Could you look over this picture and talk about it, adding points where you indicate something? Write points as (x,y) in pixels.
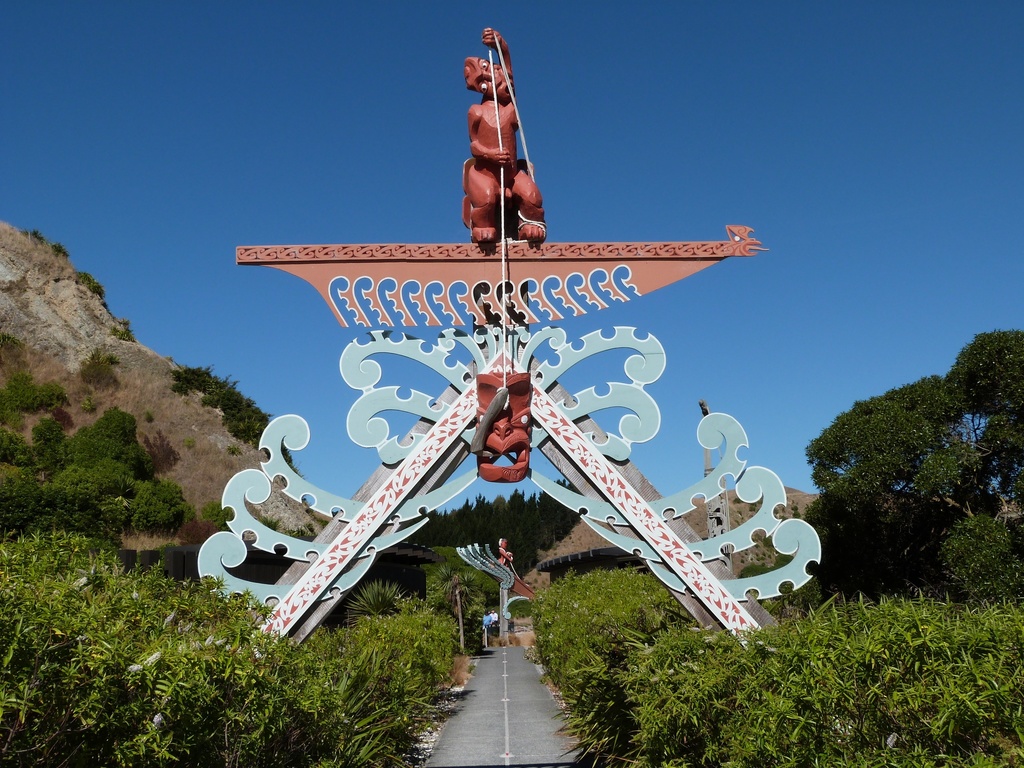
In this image we can see wood carving sculpture (508,394). At the bottom (244,653) there are plants (355,696). In the background (865,523) there are trees (250,437), hills (232,449) and sky (378,139).
